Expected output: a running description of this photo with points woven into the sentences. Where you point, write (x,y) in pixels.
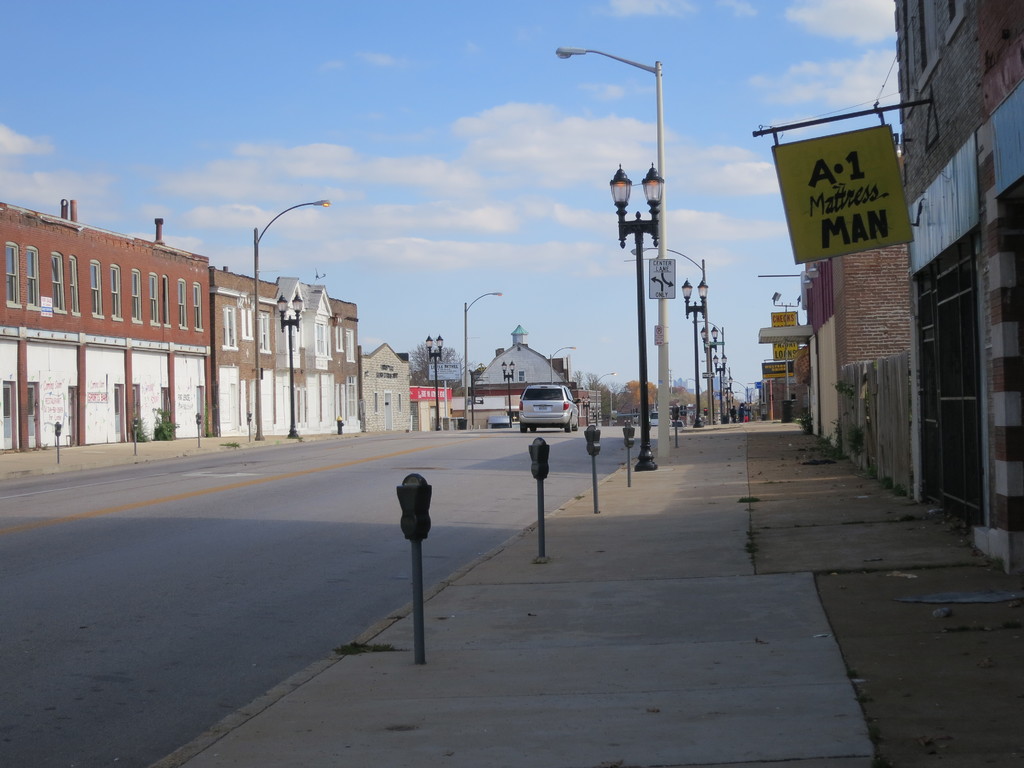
On the right side of the image (934,88) we can see street lights (621,197), poles (697,373), buildings (1017,117), name boards (785,373). On the left side of the image (130,290) we can see street lights (258,372), poles (290,405) and buildings (36,343). In the center of the image (561,412) we can see car (526,412) on the road (352,553). In the background (458,382) we can see buildings (529,382), trees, sky (458,206) and clouds (402,207).
